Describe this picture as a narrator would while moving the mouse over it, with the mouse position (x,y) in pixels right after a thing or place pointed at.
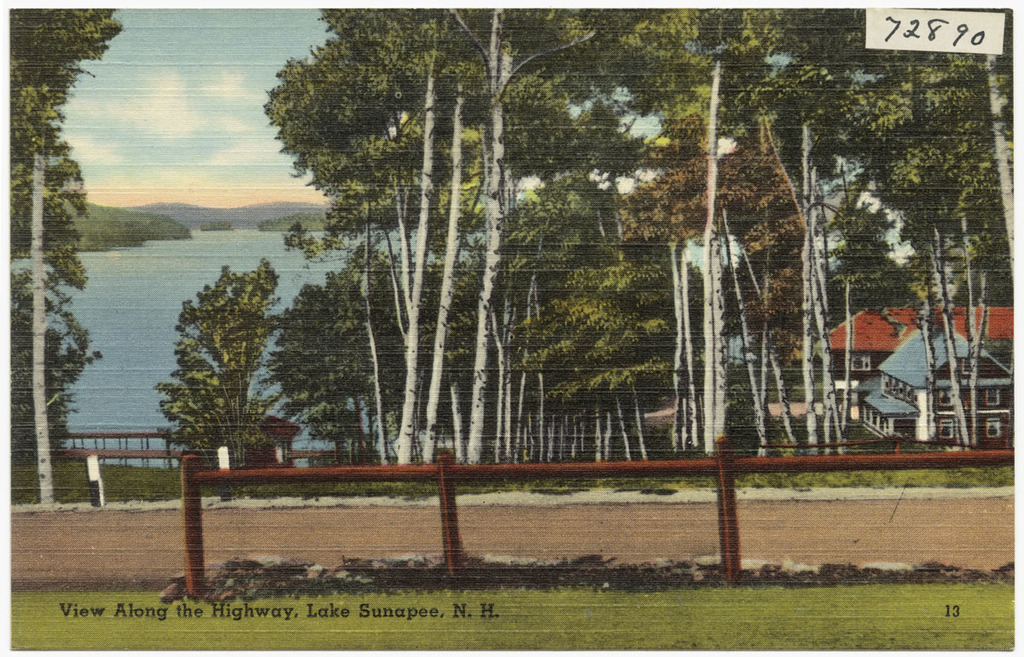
In the image we can see there is a cartoon image there are a lot of trees (598,347) and beside there are buildings (862,401). On the other side there is a river (176,266) and in front (248,646) the ground (618,607) is covered with grass (604,603). Beside it there is a road (518,522).
